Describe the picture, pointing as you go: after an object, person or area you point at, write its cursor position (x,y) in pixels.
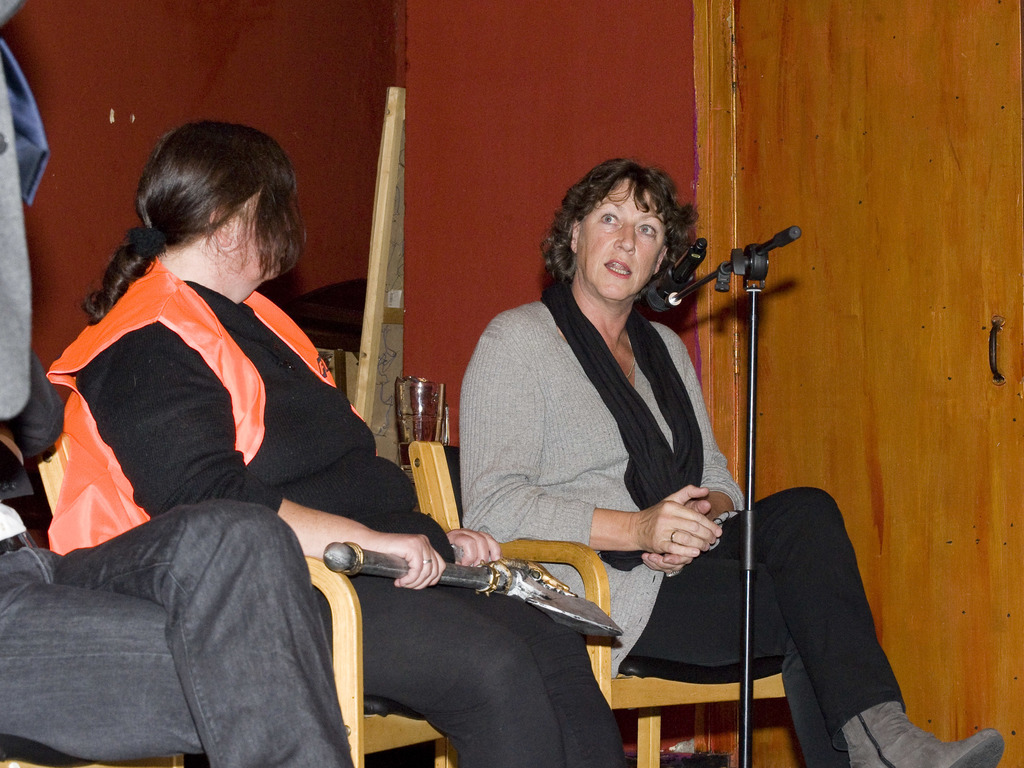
There are three persons (151,522) sitting on the chairs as we can see at the bottom of this image (280,656). The woman (276,464) sitting in the middle (381,481) is holding a blade (388,574). There is a wooden wall (816,205) in the background (529,153). We can see there is a Mic (750,411) on the right side of this image (749,359).
